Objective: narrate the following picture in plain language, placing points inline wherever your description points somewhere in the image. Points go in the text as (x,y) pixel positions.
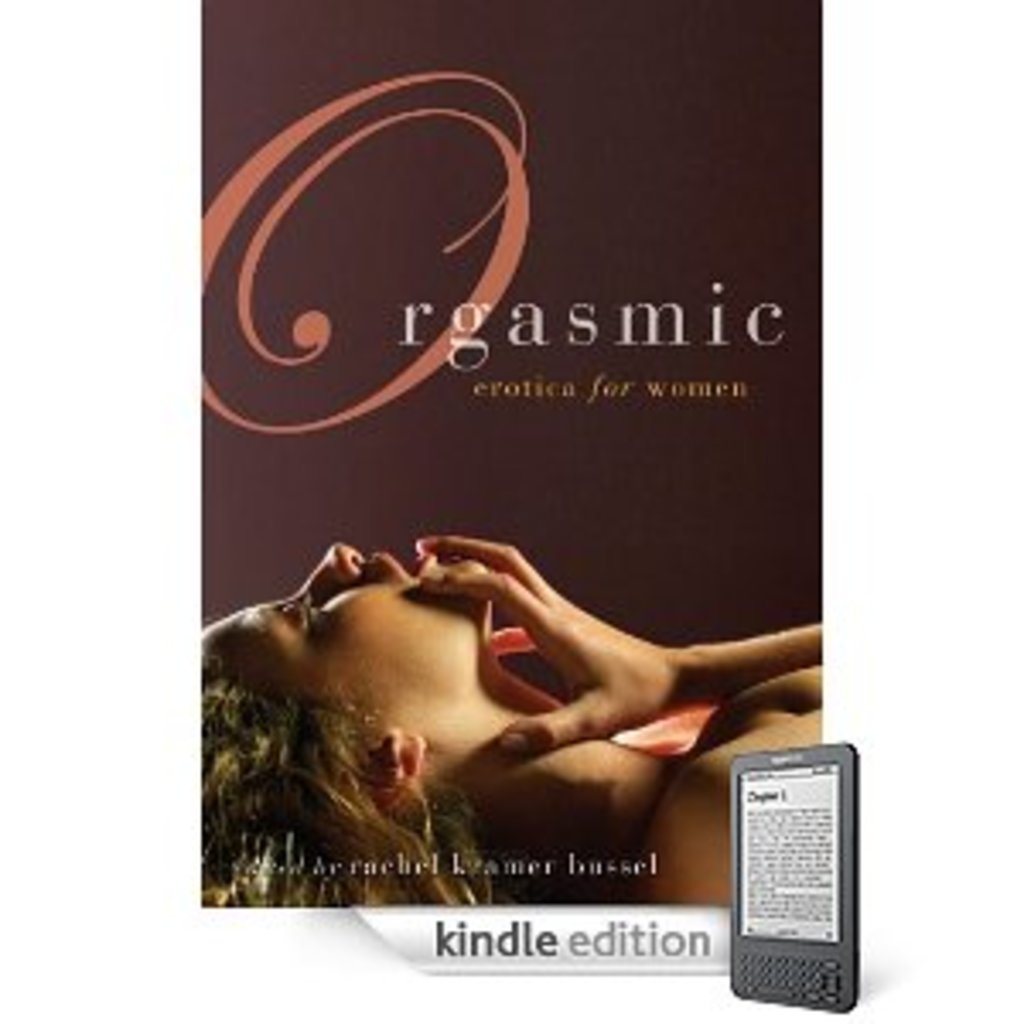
In this image there is a poster (443,591) with a picture (386,649) of a woman (408,626) and a text (392,397), beside the poster (668,871) there is an electronic device (754,870).
